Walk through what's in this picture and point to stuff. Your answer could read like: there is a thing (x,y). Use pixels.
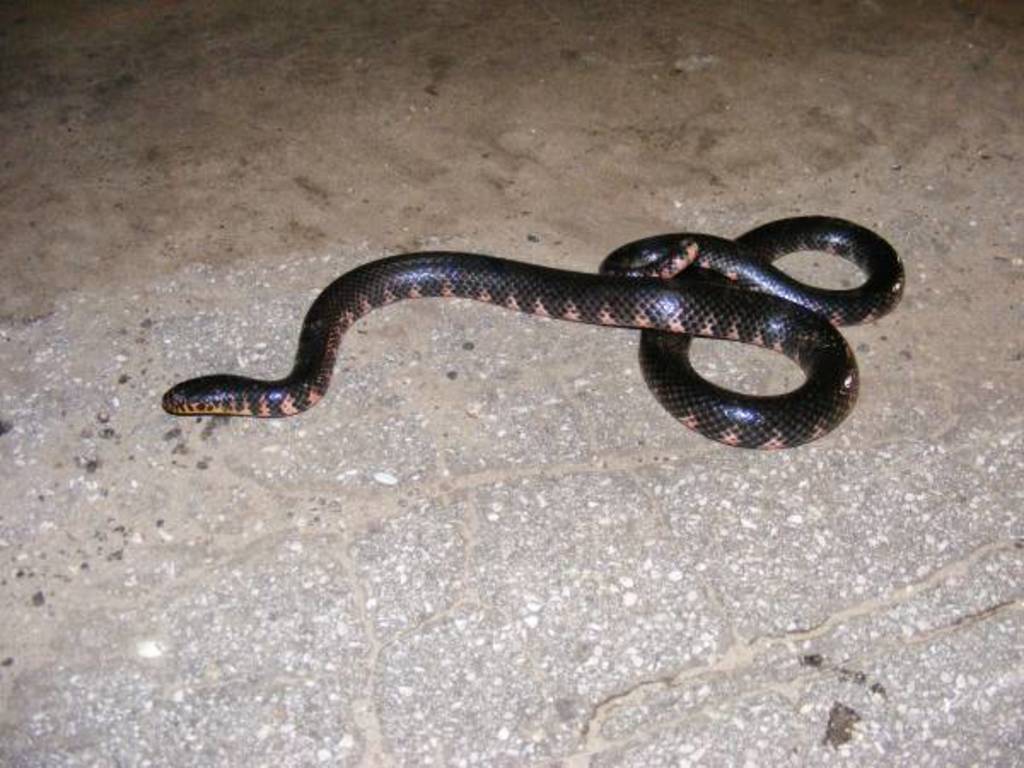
In this picture we can see a snake (846,302).
